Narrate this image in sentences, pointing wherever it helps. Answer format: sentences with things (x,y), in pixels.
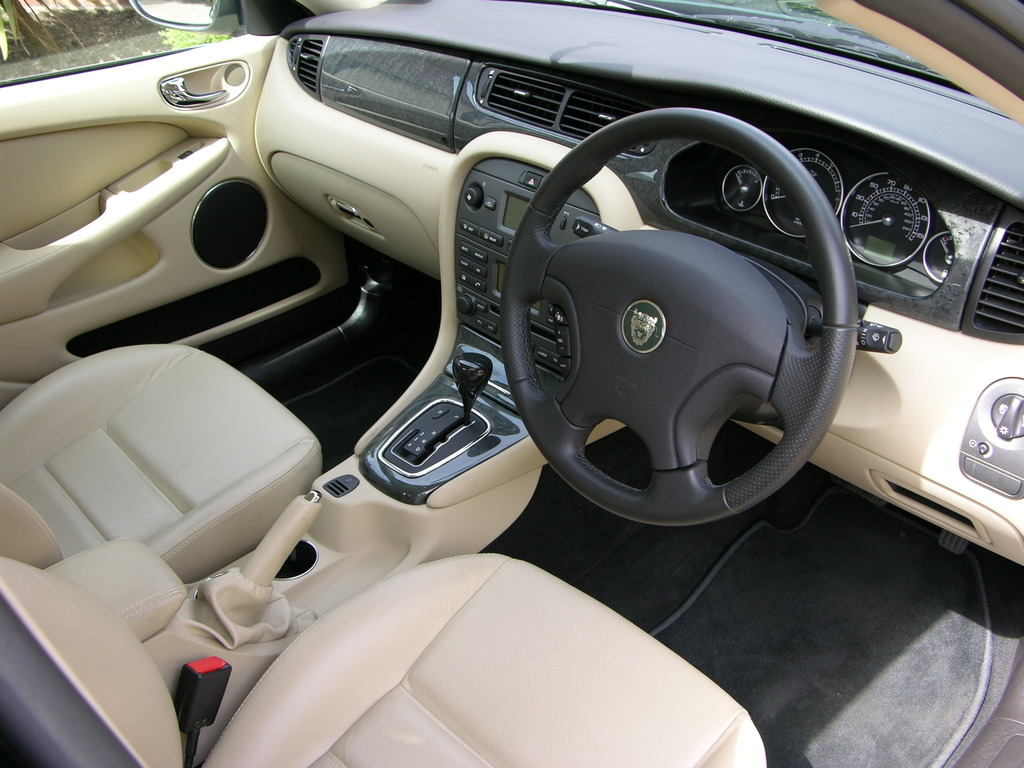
In this image we can see the inner view of a car (729,189).
